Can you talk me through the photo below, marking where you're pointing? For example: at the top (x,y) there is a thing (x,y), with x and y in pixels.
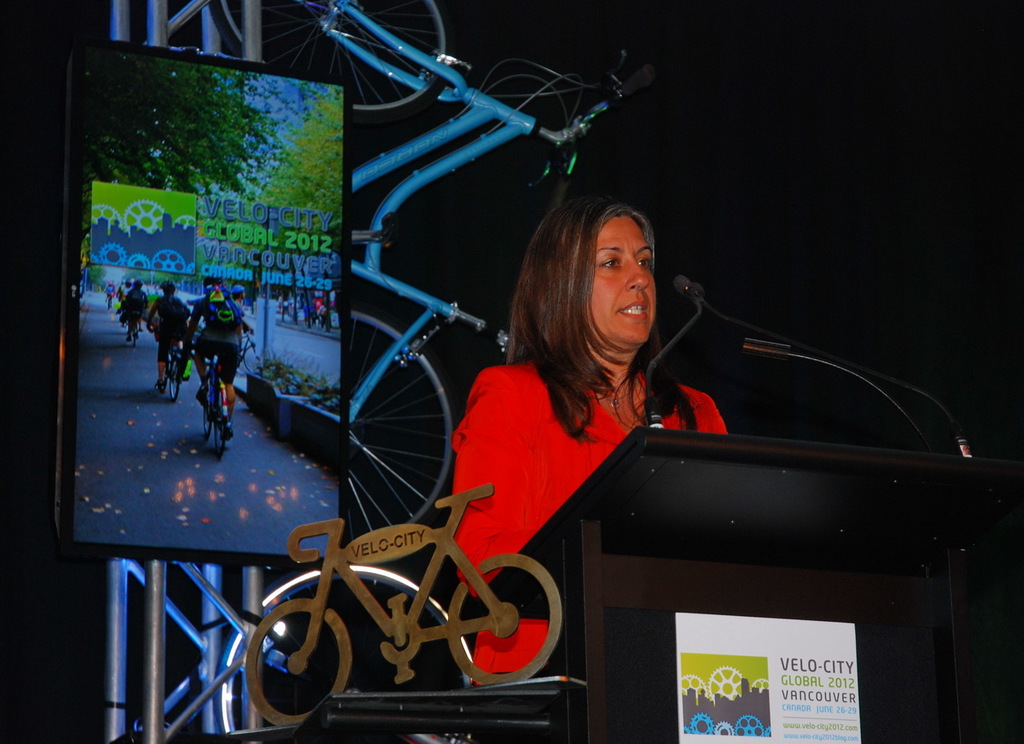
In this image we can see a woman (533,513) standing in front of the podium (693,509), on the podium (721,524), we can see the mics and a poster (770,706) with some text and image (757,688), behind her we can see a bicycle (370,254), also we can see a toy bicycle (404,652) and a board (322,234) with some text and images (238,191) and the background (717,142) is dark.
